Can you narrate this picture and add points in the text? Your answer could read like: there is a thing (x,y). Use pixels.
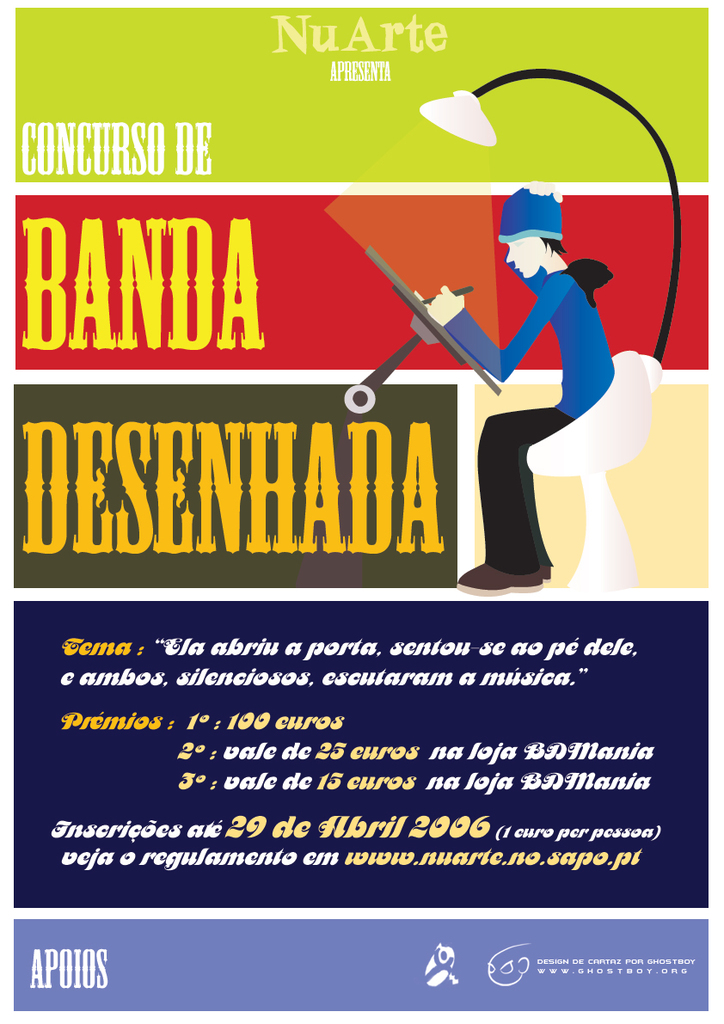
In this image we can see text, and images (438,250) on the poster (382,462).
